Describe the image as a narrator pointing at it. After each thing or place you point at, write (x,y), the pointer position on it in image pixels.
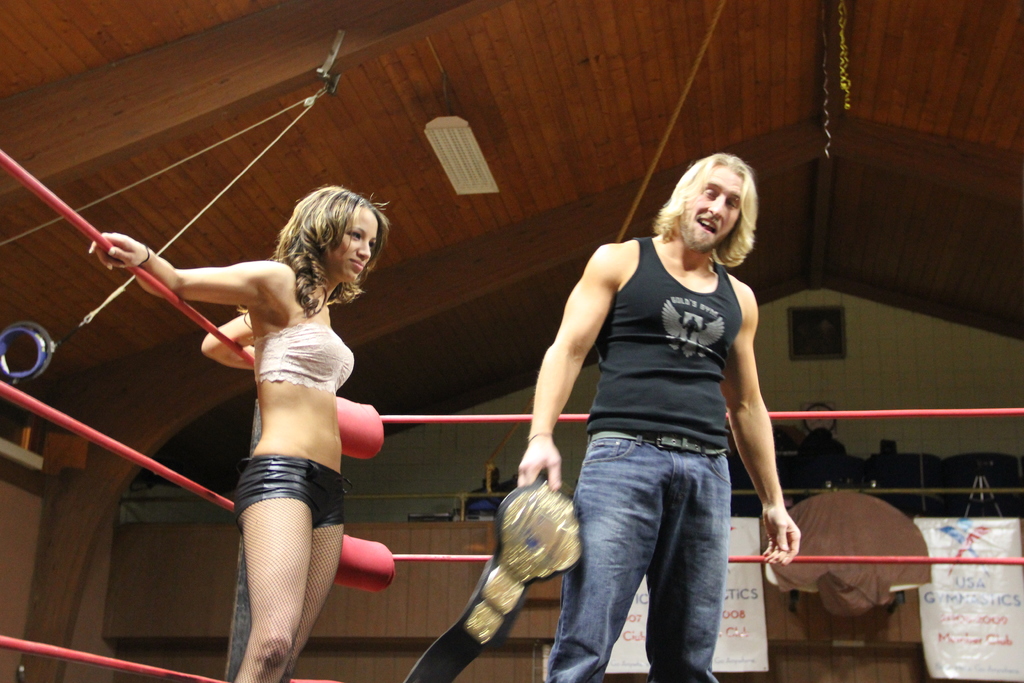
In this image it looks like it is a fighting ring (393,416) in the middle (412,419). There is a man (674,365) who is standing in the ring (381,421) by holding the belt (499,517). Beside him there is a girl (296,426). At the top (514,121) there is wooden roof (508,59). In the background (930,595) there are banners (751,623).
